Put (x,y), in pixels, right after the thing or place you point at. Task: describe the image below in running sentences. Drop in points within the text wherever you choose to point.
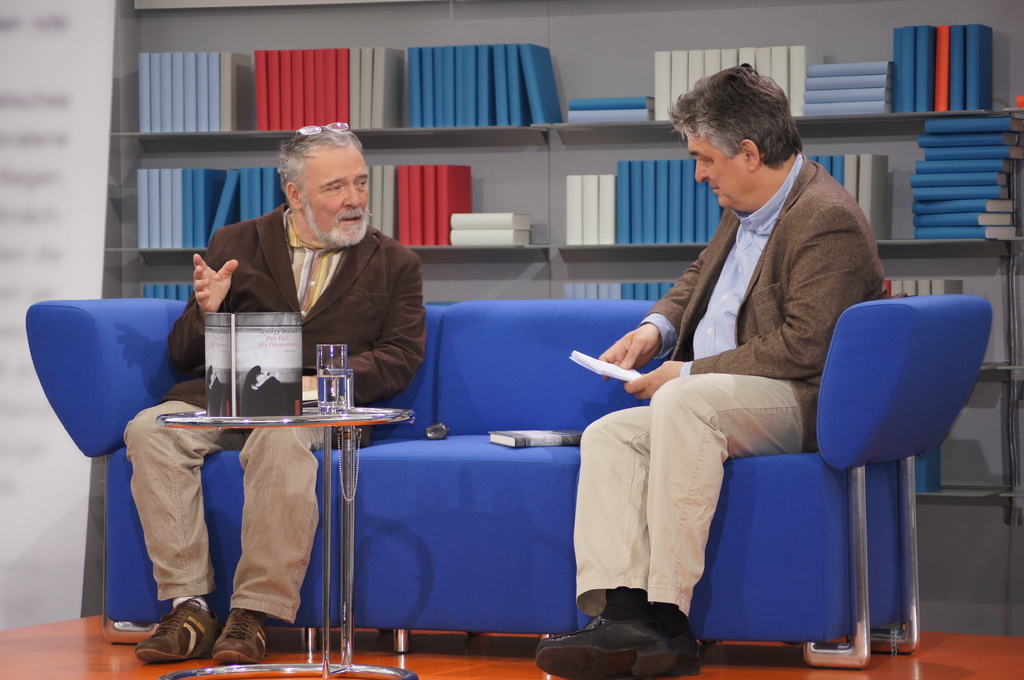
In this image we can see two men (264,438) sitting on a sofa (460,518) containing a book (512,439) on it. In that a man (615,446) is holding an object (618,369). We can also see a table (345,421) in front of them containing a glass (343,401) and a book (262,409). On the backside (524,213) we can see a group of books (643,194) placed in the shelves (652,249).
